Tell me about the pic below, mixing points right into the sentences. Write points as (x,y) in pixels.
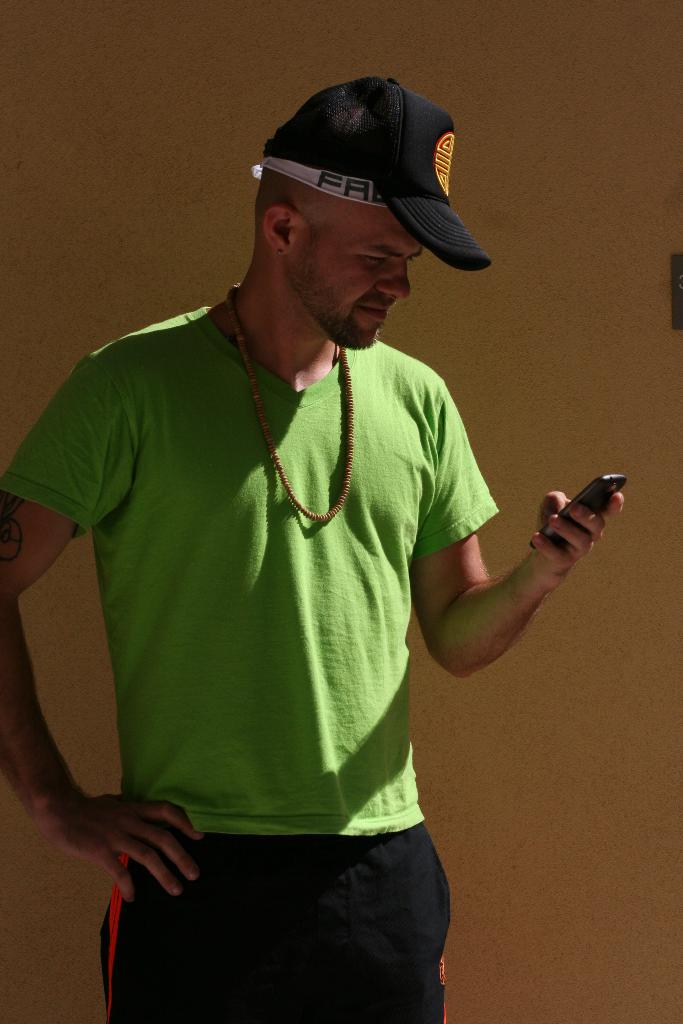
In this image we can see a man (135,709) standing holding a mobile phone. On the backside (627,558) we can see a wall (593,396).
